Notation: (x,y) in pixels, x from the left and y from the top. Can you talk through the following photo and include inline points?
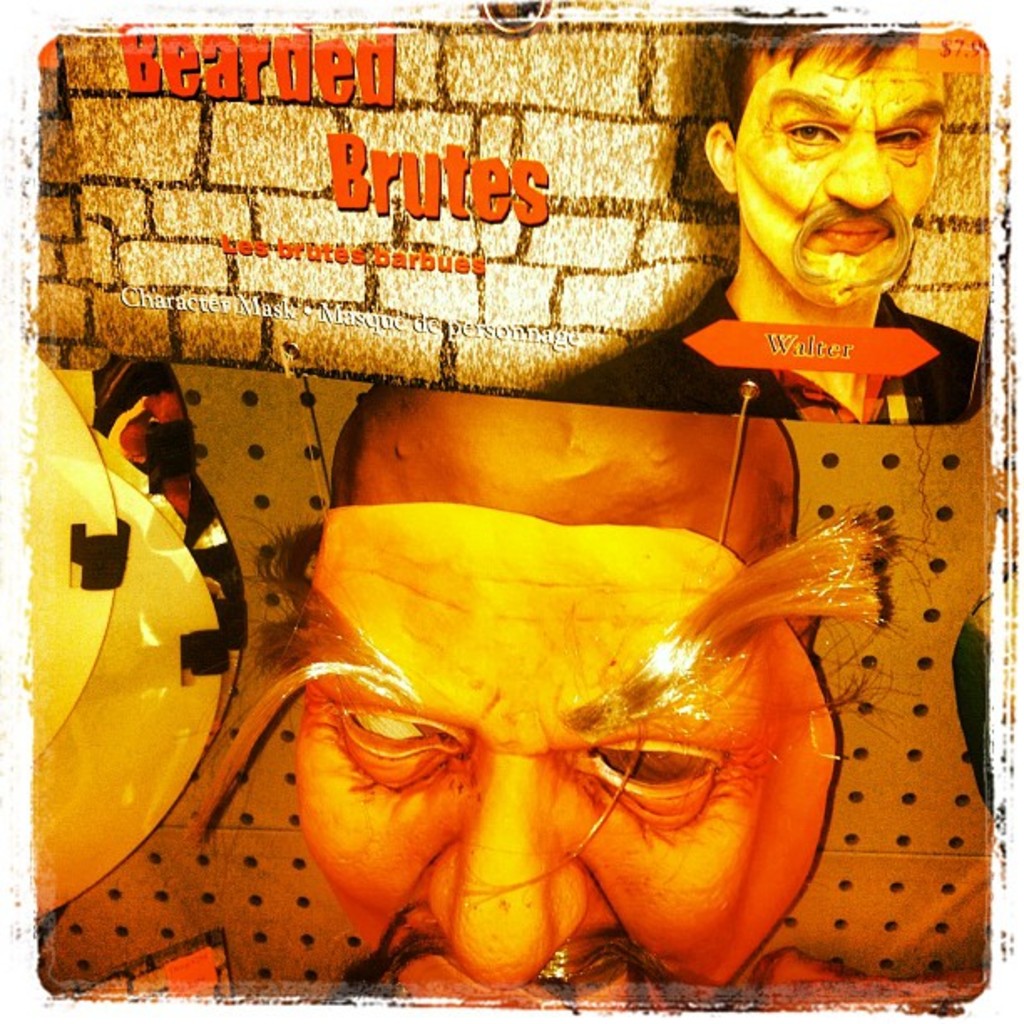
This is a picture of poster (647,363). We can see people (745,178) and some information (381,154).
